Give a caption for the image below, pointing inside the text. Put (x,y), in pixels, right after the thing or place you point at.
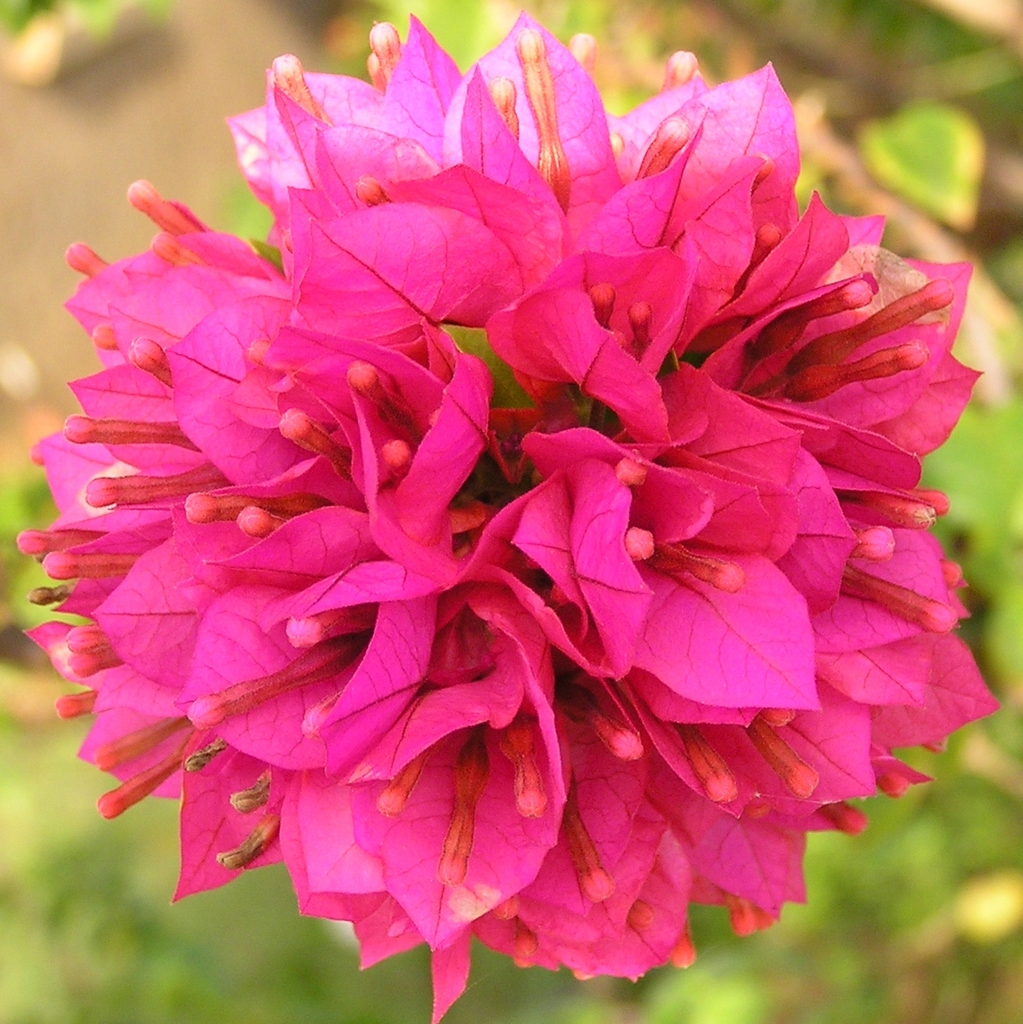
In this picture we can see a flower (606,403) in the front (639,406), there are leaves (1007,436) in the background (1018,447), we can see a blurry background (1006,86).
